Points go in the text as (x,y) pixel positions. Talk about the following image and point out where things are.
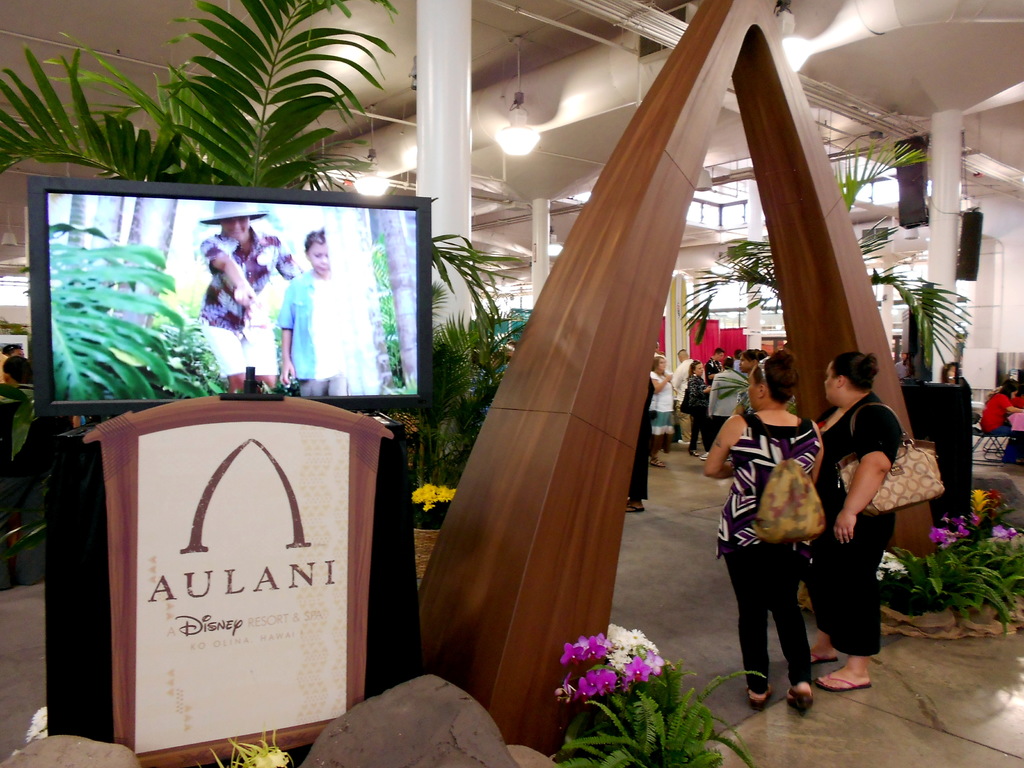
In this picture we can see inside view of the building hall (840,704). In the front (151,397) we can see the television (297,351) and wooden arch (521,518). In the front (831,579) we can see two women (723,439), standing and looking to the people (718,380). On the top (485,138) we can hanging lights (513,155) and duct pipes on the ceiling (526,173).
